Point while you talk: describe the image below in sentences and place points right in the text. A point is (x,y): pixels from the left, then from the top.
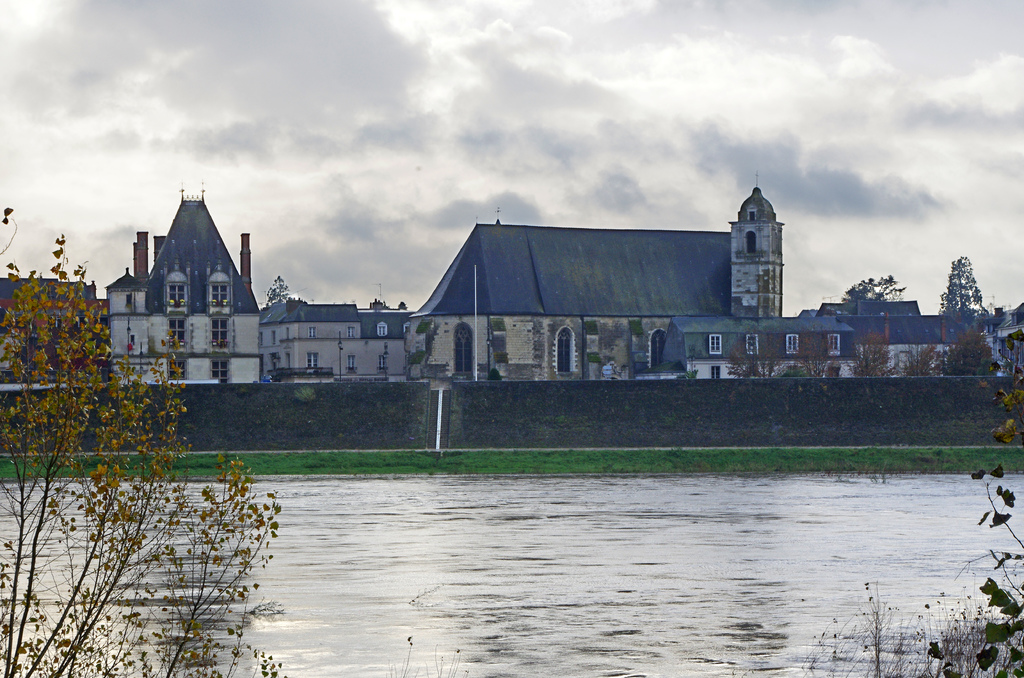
In this image I can see the water (943,512). In the background (667,323) I can see few plants (949,371), few buildings (567,370) and the sky (470,111) is in white and gray color.
